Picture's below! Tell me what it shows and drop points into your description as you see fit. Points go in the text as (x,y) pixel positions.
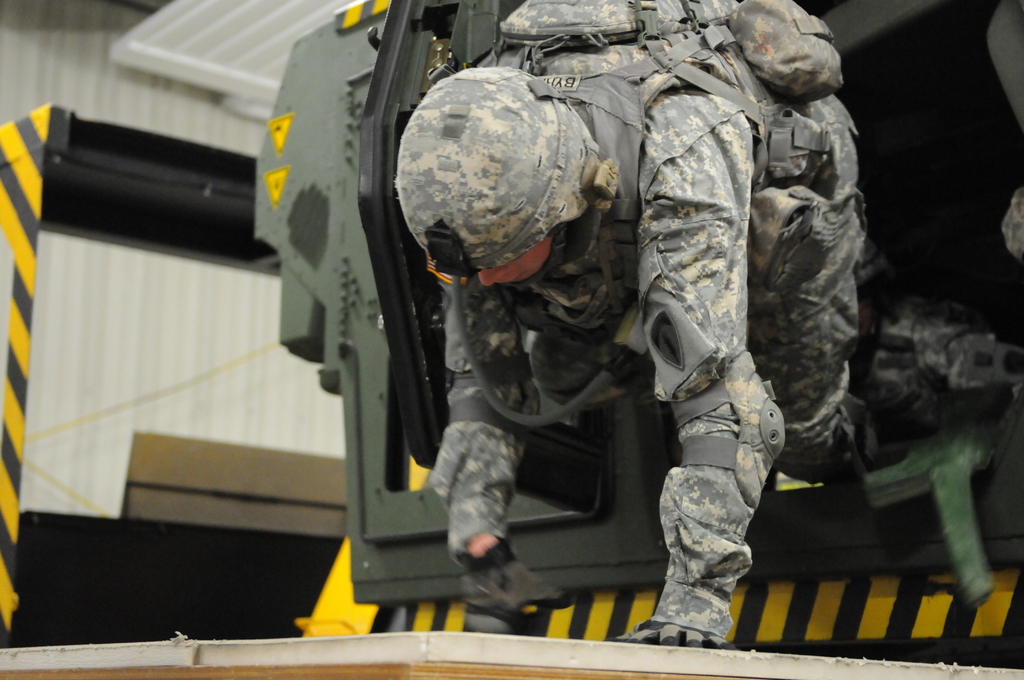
In the center (518,258) we can see a person (668,259) wearing uniform (683,178) and seems to be crawling. In the background (293,88) we can see many other objects (359,292).
